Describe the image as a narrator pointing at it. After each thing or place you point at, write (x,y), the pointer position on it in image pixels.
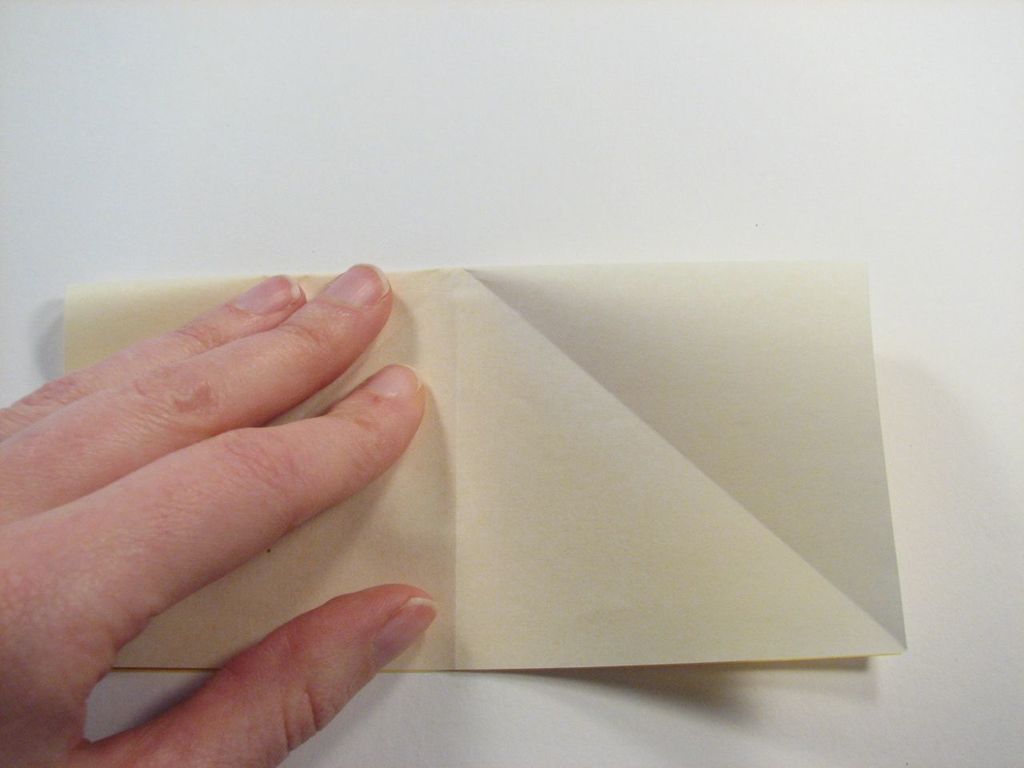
In the image we can see a human hand (171,447), this is a paper (682,487) and a white surface (480,117).
